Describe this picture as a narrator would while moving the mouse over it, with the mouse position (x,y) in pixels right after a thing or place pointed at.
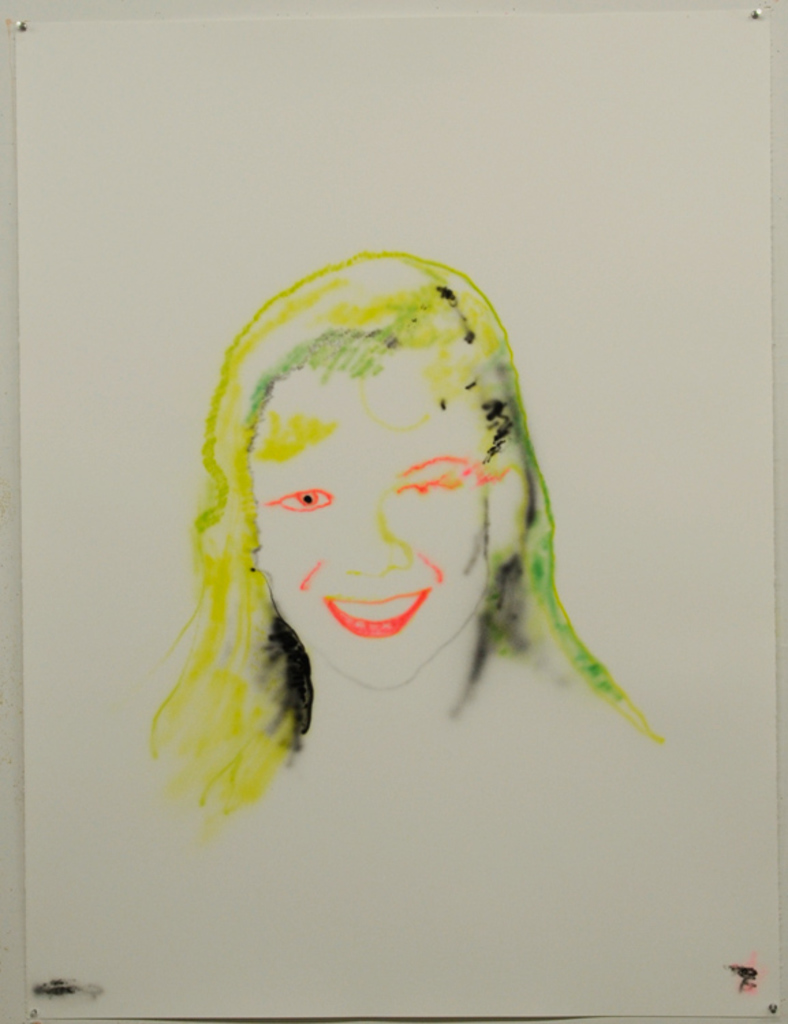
In this image there is a paper (293,267) attached to the wall (91,10). On the paper (305,559) there is a painting (351,591) of a girl (378,685).
